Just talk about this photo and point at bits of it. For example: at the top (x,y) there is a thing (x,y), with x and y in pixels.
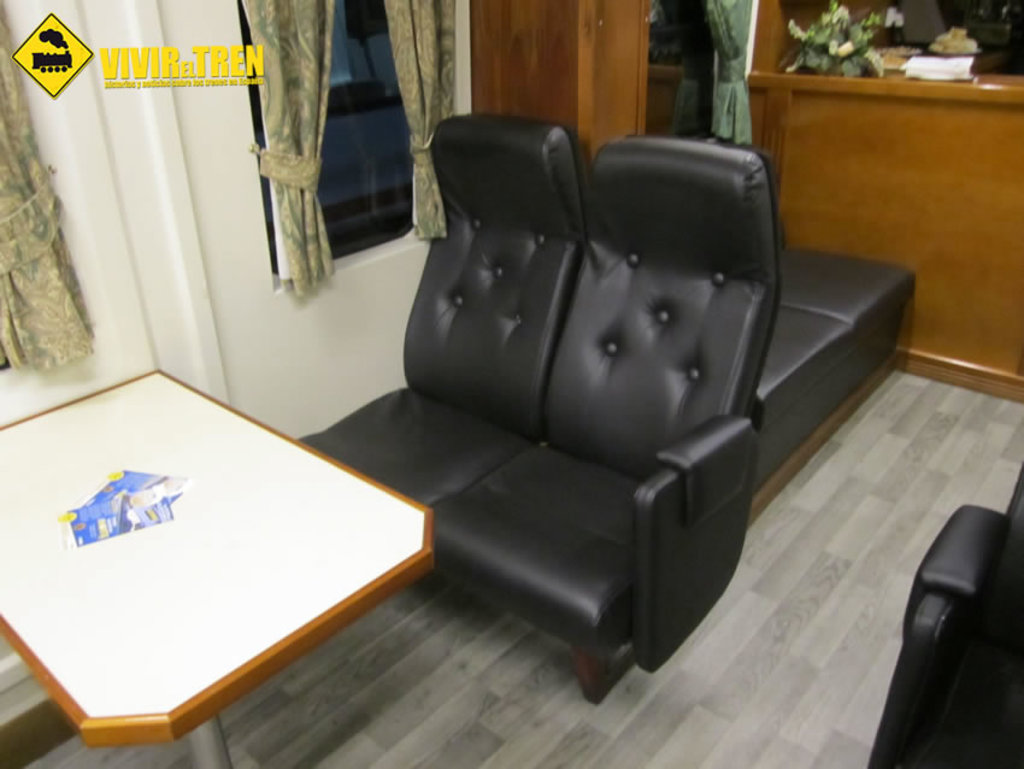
In this image there is sofa (520,467) and a table (291,488) in front of it. On the table (160,468) there are few papers (129,521). At the background (420,128) there is a window (382,86), wall (184,117) and a curtain (405,100) attached to it.
